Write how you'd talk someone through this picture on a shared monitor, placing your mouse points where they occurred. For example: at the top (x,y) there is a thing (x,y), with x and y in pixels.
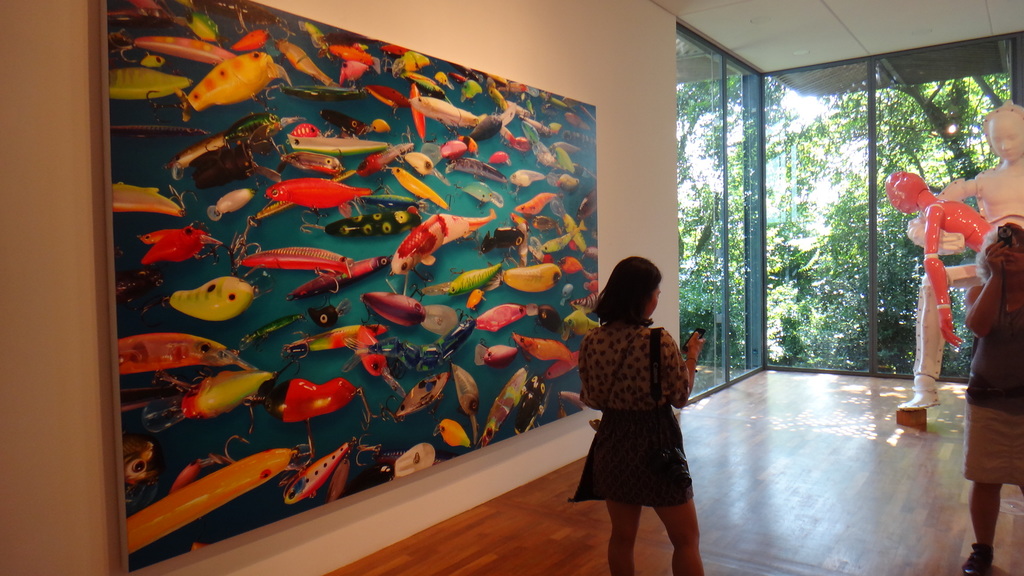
In this image we can see the wall frame (284,335) on which we can see different kind of fishes (458,238). Here we can see this woman (611,435) is holding a mobile phone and this woman (997,402) is holding a camera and are standing on the wooden floor (959,382). In the background (919,218), we can see statues (1019,170) and glass doors (861,191) through which we can see trees (805,131).
